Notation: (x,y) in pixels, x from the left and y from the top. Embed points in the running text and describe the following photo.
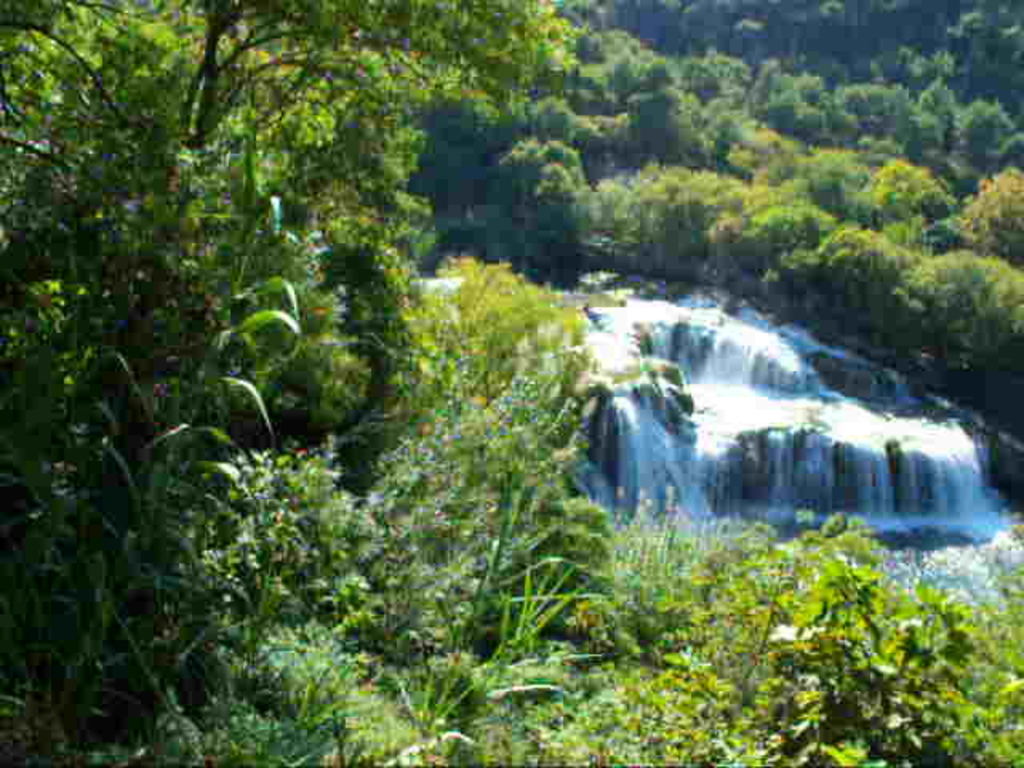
In this picture there is waterfall (722,393) in the center of the image (669,494) and there is greenery (975,309) around the area of the image.
